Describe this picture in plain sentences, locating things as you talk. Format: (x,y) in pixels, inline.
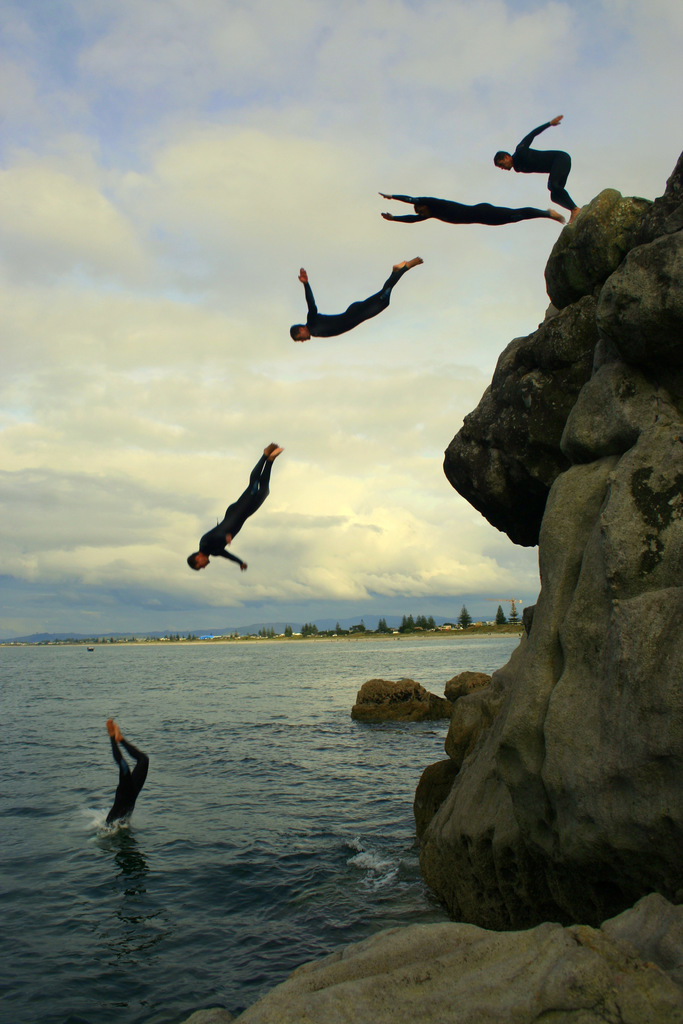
There are persons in black color dresses (541,212) falling from a hill (592,229) and there is a person (569,152) in black color dress (547,160), bending and standing on the hill (540,398). On the left side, there is a person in black color dress (136,752) jumped into the water (135,863). In the background (178,466), there are trees (382,618) and there are clouds (198,385) in the blue sky (115,171).
